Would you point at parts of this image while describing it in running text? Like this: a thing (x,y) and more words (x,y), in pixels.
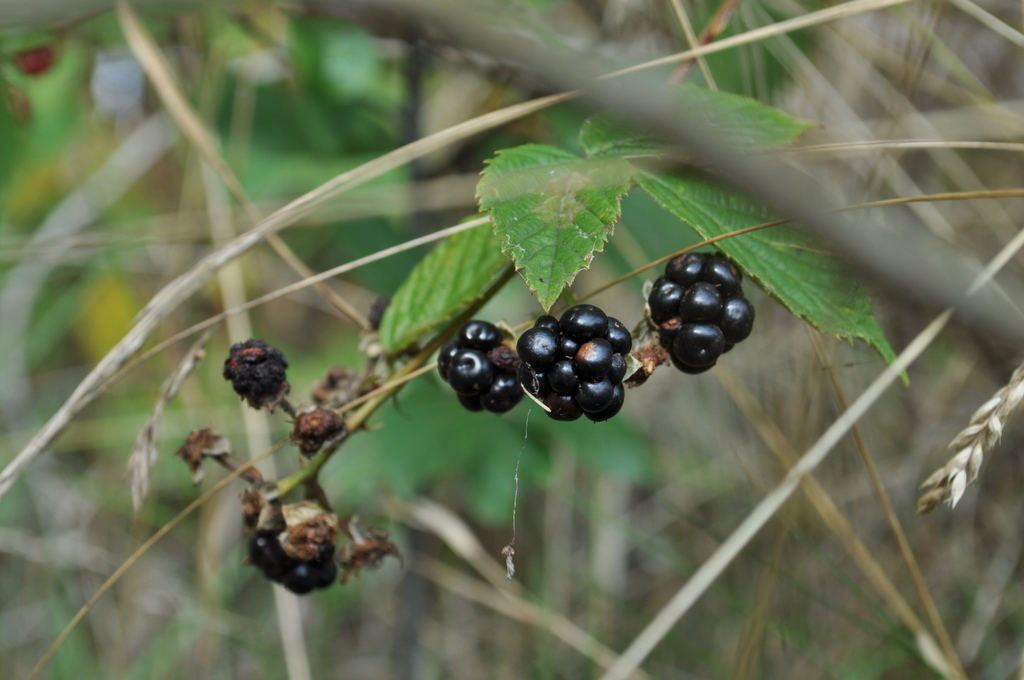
In this image we can see trees (553,387) with some fruits (507,393) and the background (316,219) is blurred.
